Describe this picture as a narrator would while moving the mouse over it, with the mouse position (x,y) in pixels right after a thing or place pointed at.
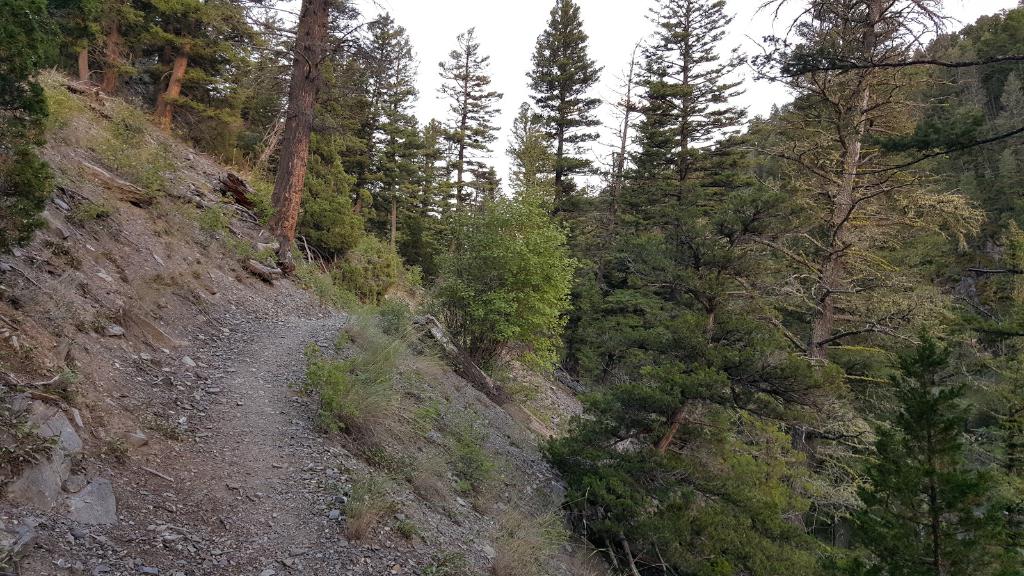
In this image we can see trees (544,248) and grass (163,170), we can see the stones (234,561), at the top (505,57) we can see the sky (491,47).
